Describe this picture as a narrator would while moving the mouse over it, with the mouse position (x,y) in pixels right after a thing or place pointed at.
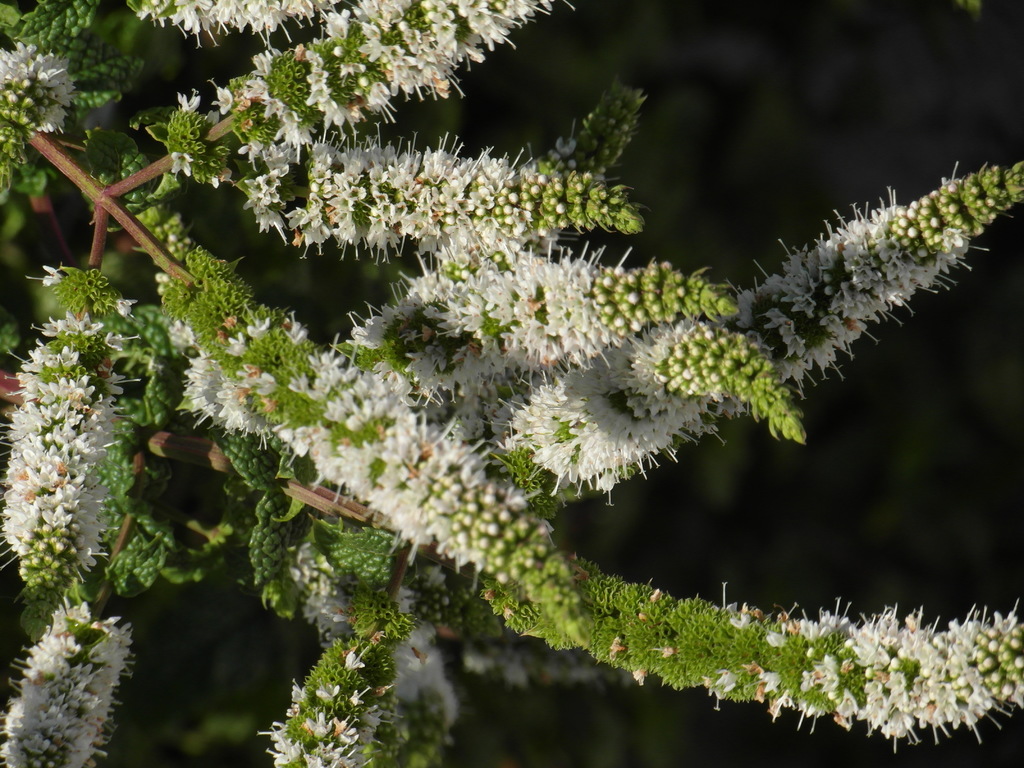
In this image in the front (374,346) there is a plant (368,324) and the background (861,98) is blurry.
